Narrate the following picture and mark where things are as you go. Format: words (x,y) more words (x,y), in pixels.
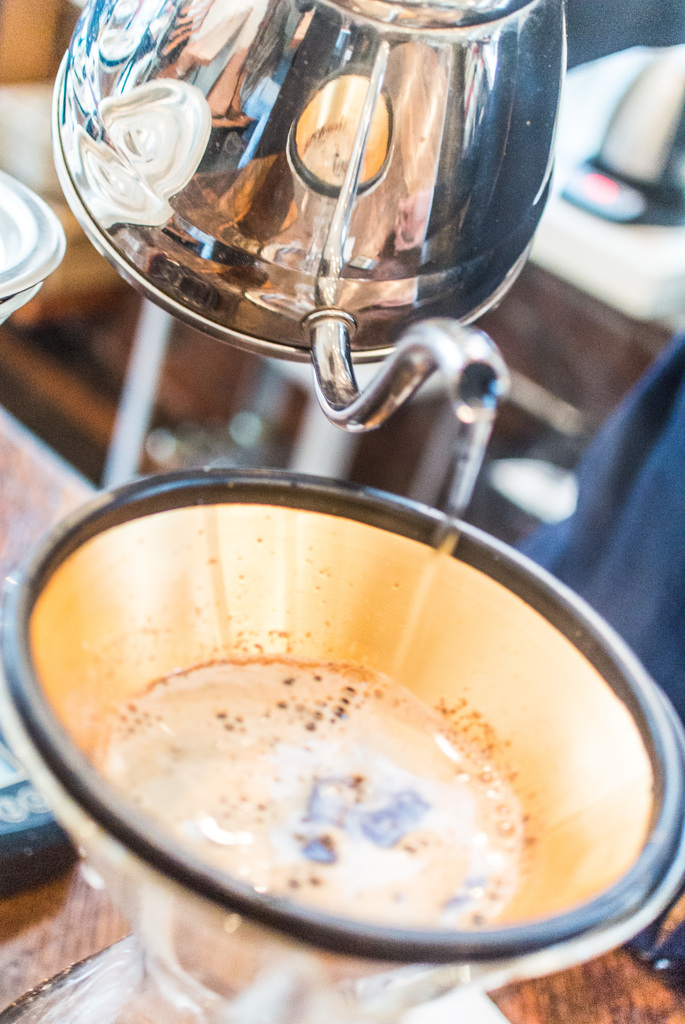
In this image I can see a glass (378,976) on the table (597,970), kettle (432,330), person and a cabinet (86,398). This image is taken may be in a hotel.
